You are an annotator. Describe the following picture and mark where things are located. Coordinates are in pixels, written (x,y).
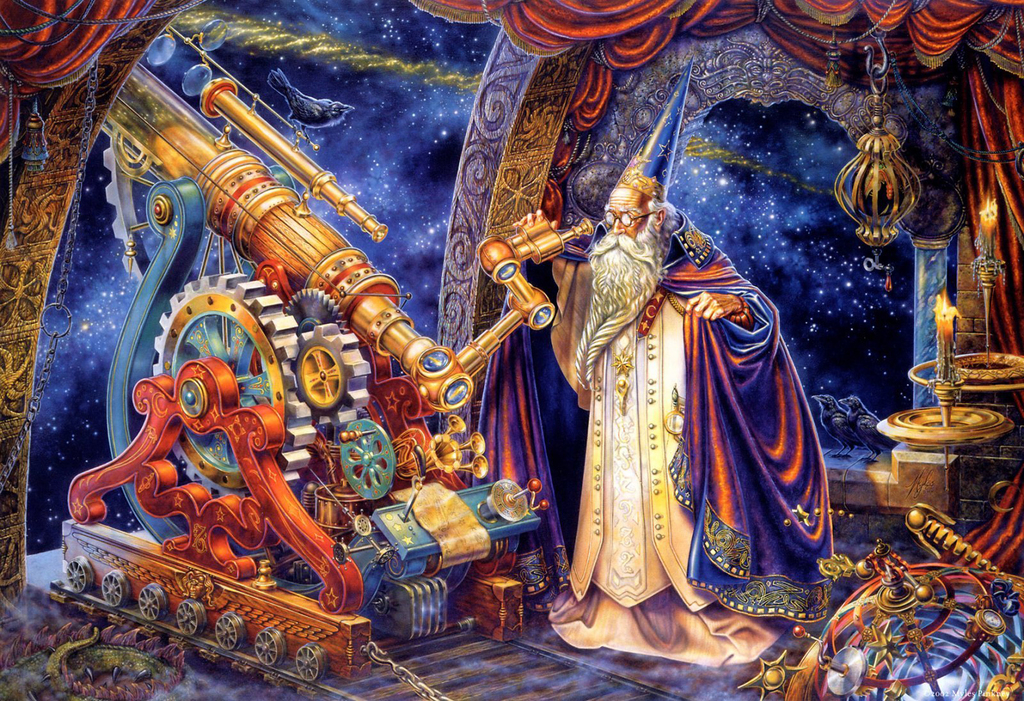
This is an animated picture. In the center of the picture (522,258) there is a person (632,275) looking into a telescope (251,199). In the foreground (917,573) there are candles (985,215), curtains (456,2), pillar (57,119) and various objects (761,683). In the background (394,128) it is sky (768,167), in the sky (691,163) there are stars (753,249).
